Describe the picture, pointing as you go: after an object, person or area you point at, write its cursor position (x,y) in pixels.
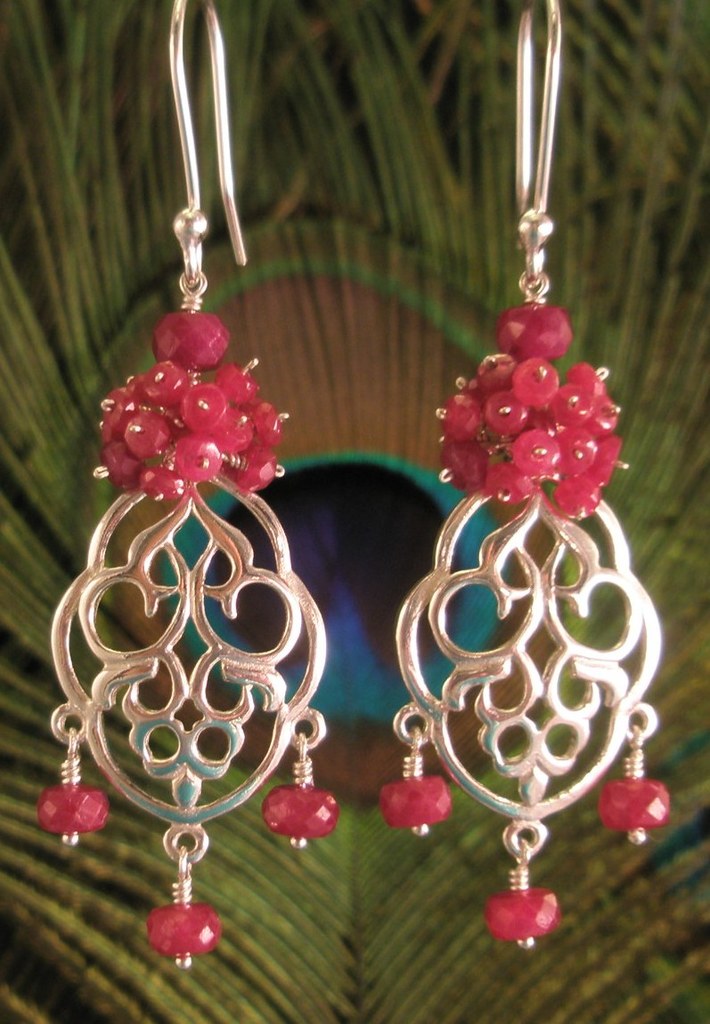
In this image there are earrings (512,542). In the background (407,347) we can see peacock's feather (380,381).
